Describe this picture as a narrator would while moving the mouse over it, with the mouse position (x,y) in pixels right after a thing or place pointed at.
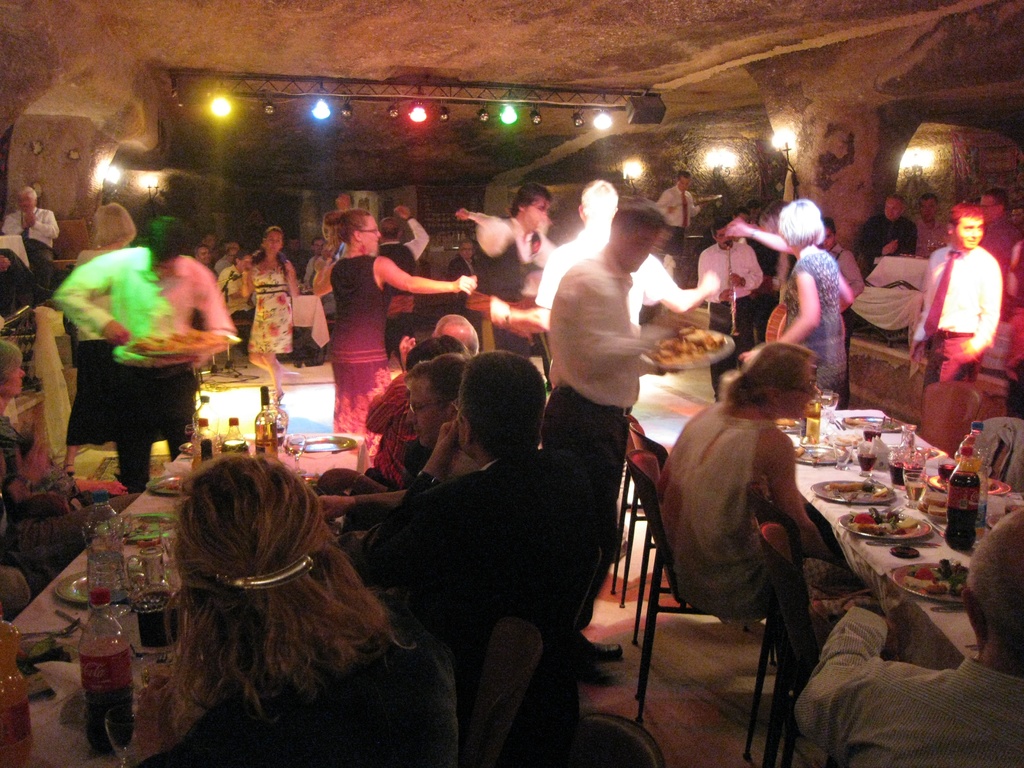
In this image we can see few people (728,514) are sitting on the chairs (601,754). There are tables (894,598). On the tables (37,716) we can see clothes (859,471), plates (921,564), bottles (20,727), glasses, spoons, and food (941,498). There are few people (343,316) standing on the floor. In the background (724,134) we can see lights (612,123) and wall (884,180).
